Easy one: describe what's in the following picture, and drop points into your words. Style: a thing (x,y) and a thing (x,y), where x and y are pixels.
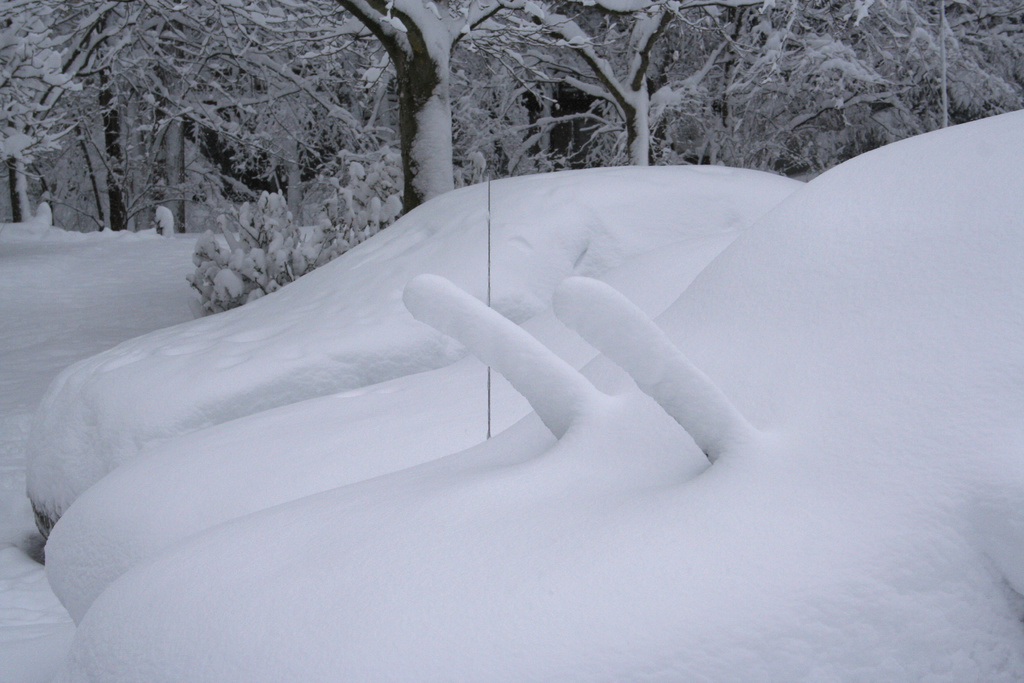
In this image we can see snow (477,302) on the plants (326,244), trees (447,179), and the cars (479,354).
